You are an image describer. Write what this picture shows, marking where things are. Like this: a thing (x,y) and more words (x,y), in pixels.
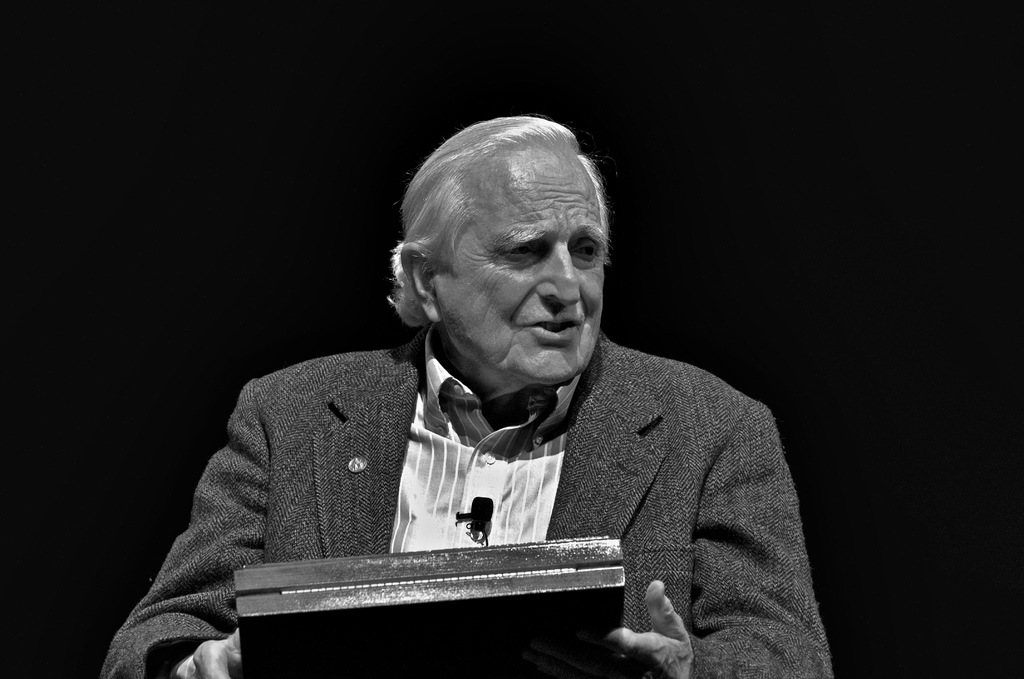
It is a black and white image and in this image we can see a man (485,349) holding an object (465,603) and the background of the image (110,52) is in black color.
